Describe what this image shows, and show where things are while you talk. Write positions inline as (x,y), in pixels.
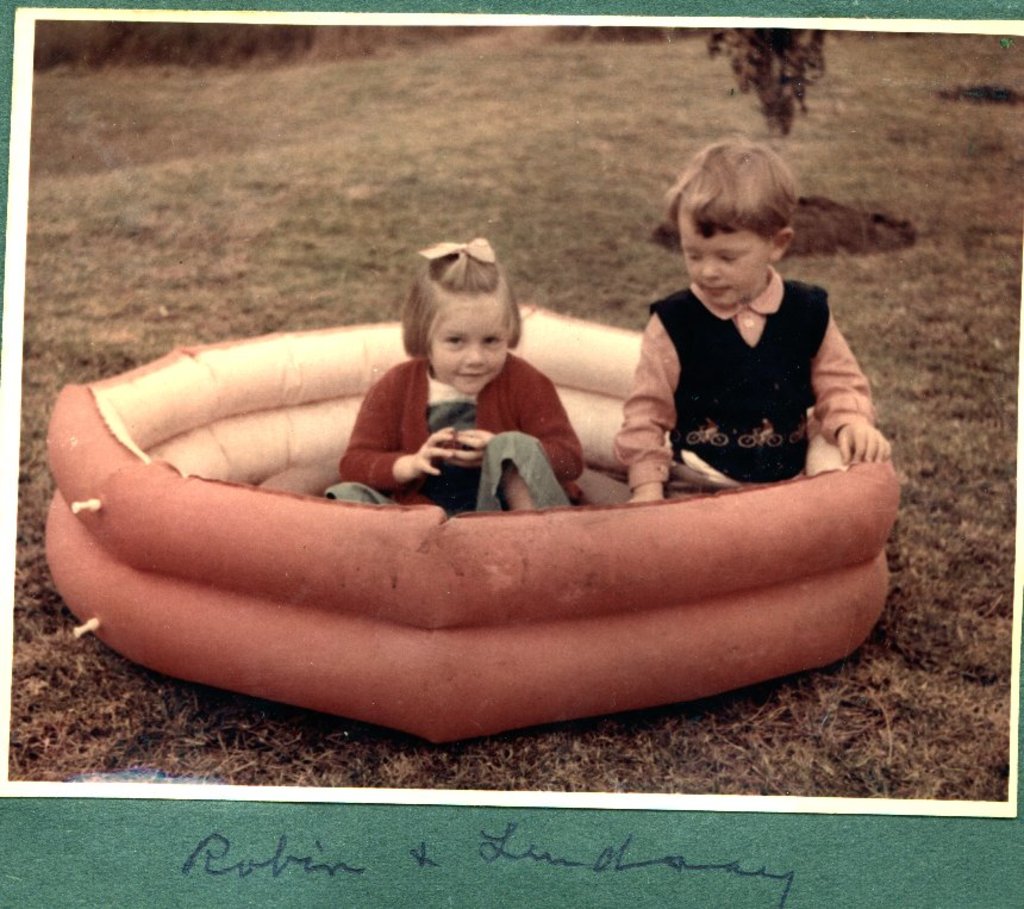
In this image there is a photograph (152,756). In the photograph (493,538) there is a ring swimming pool (279,446) on the ground (820,763). There is a boy (689,388) and a girl (430,431) sitting in the pool (383,505). There is grass (331,161) on the ground (580,144). Below the photograph (185,754) there is text (497,860) on the paper (726,863).
